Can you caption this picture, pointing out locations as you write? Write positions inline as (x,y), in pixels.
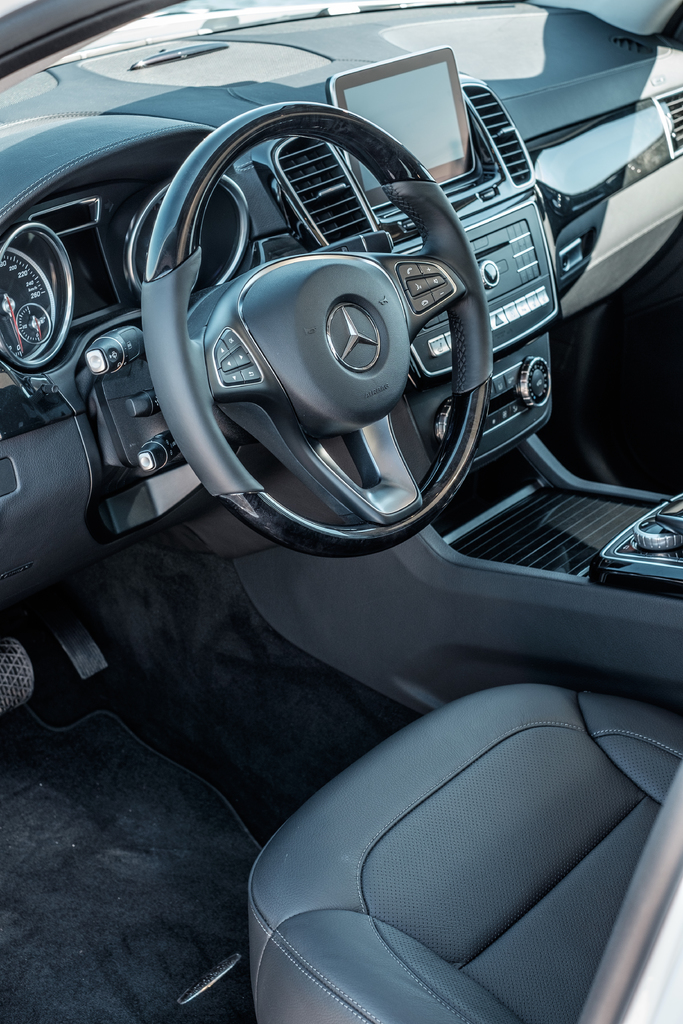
This picture describes about inside view of a car (389,322), in this we can find a screen (463,107), steering wheel (339,143), seat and few other things (571,535).
